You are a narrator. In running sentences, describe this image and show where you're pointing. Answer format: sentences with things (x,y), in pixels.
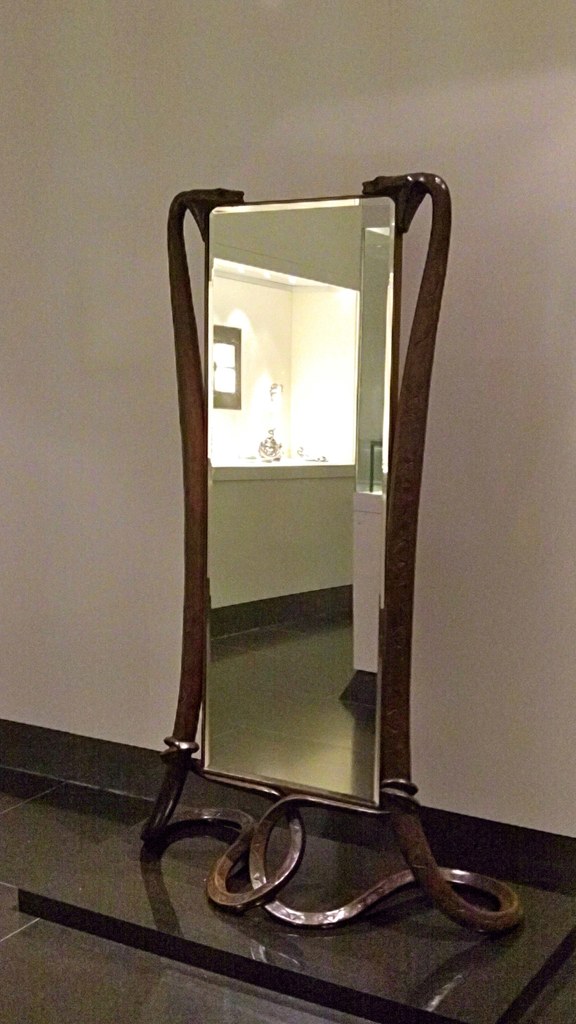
In this picture we can see a mirror (305,355) and a frame (398,374), in the background (205,170) there is a wall (275,90).
